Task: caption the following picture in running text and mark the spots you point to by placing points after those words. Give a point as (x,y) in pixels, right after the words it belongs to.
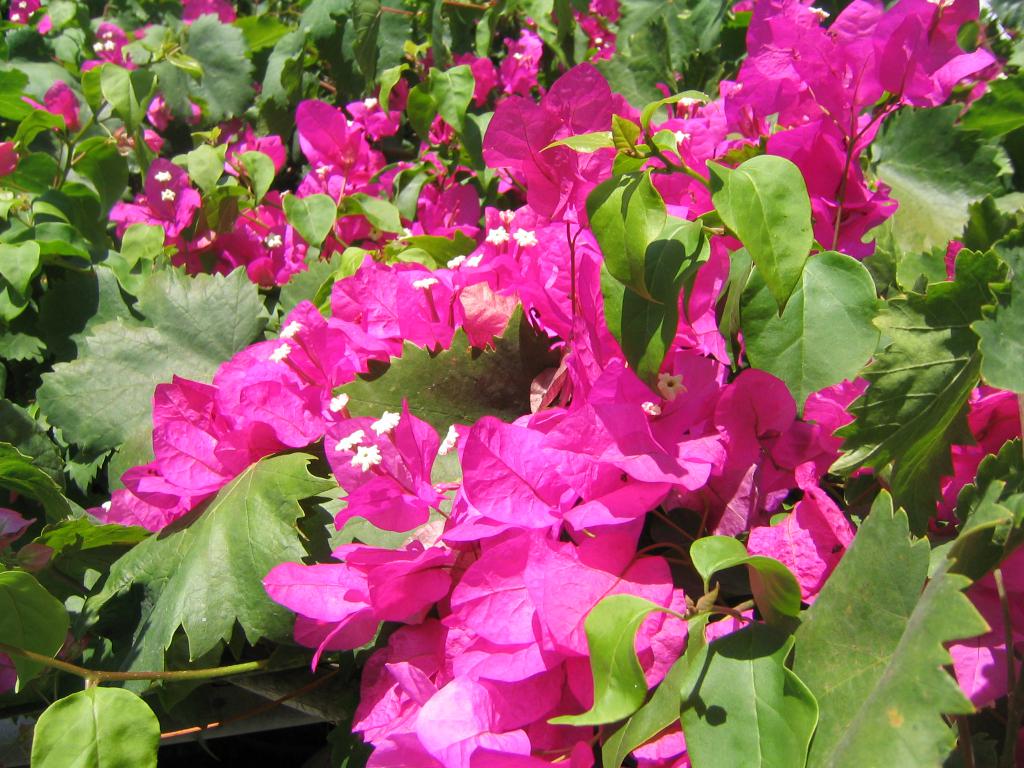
In the picture there are few plants (836,618) and in between the plants (541,348) there are pink leaf like flowers (460,432).
